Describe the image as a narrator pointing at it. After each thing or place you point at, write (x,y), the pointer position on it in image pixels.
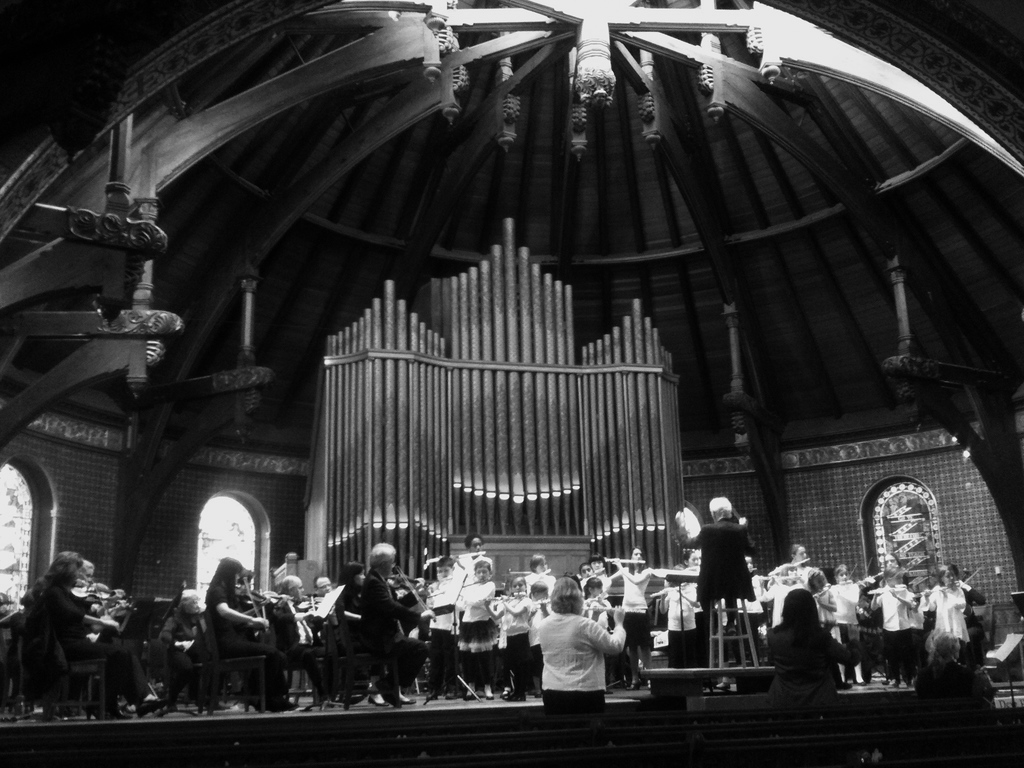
In this image I can see group of people (968,652) playing musical instruments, in front I can see the other person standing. Background (15,469) I can see few windows (233,517) and the image is in black and white.
